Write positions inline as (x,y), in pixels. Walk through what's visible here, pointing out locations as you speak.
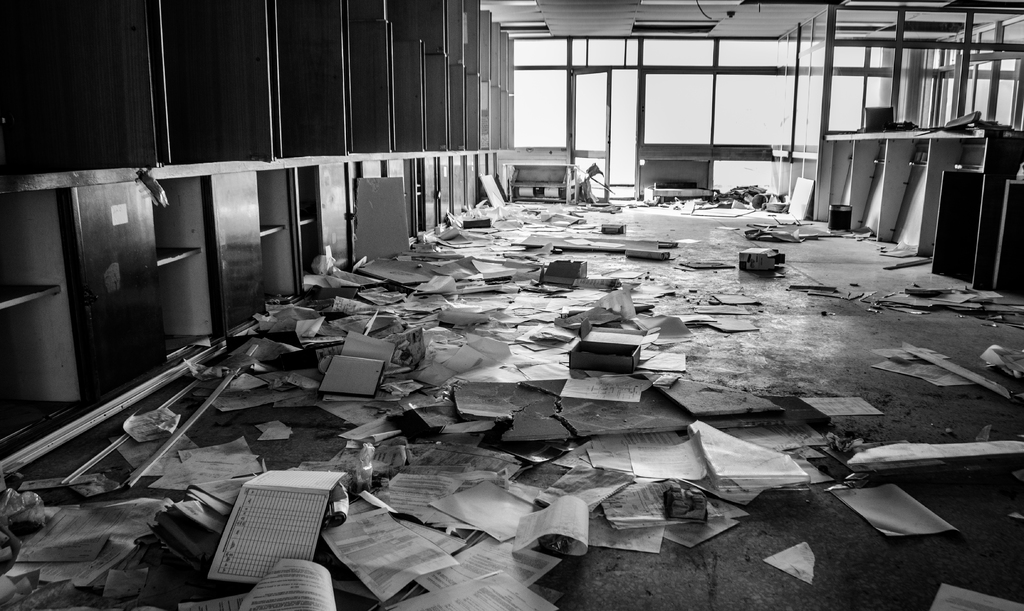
In this image we can see few papers (624,379), books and some objects (628,330) on the floor (743,285), there we can see few cupboards (334,242), shelves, few glass windows (671,99) and a door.
